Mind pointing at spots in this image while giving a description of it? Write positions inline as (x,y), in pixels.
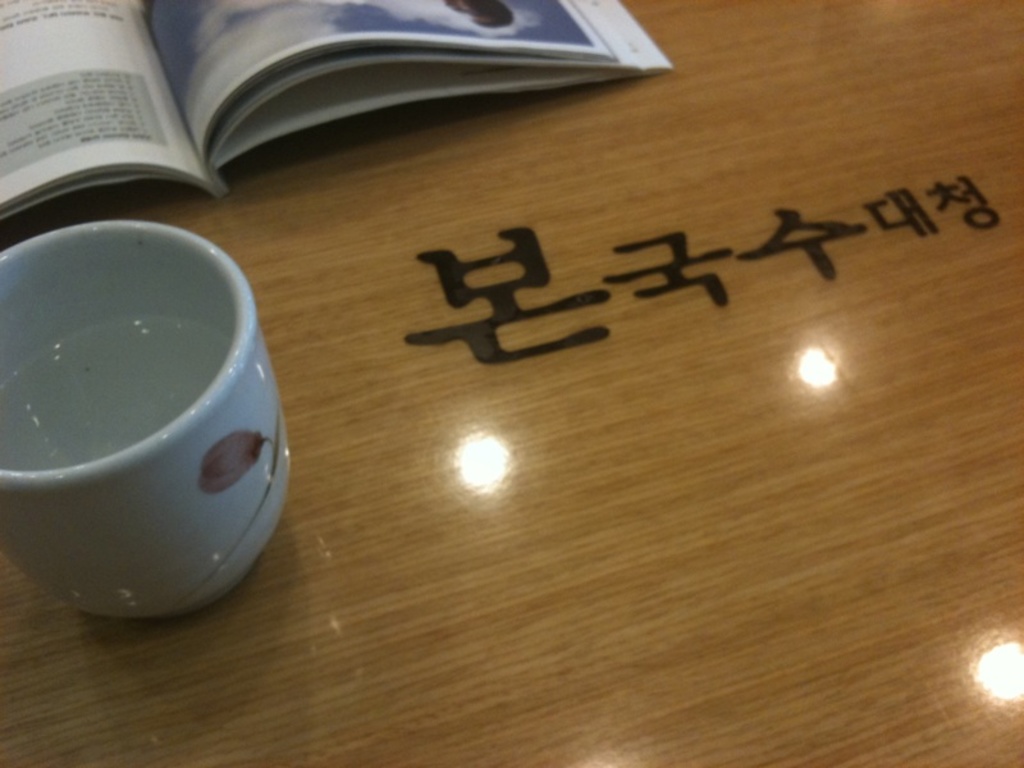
In this picture I can observe a cup (56,359) on the left side (237,407). There is a book (246,47) placed on the table (352,166) which is in brown color. I can observe some text (605,278) on the table (739,232).
